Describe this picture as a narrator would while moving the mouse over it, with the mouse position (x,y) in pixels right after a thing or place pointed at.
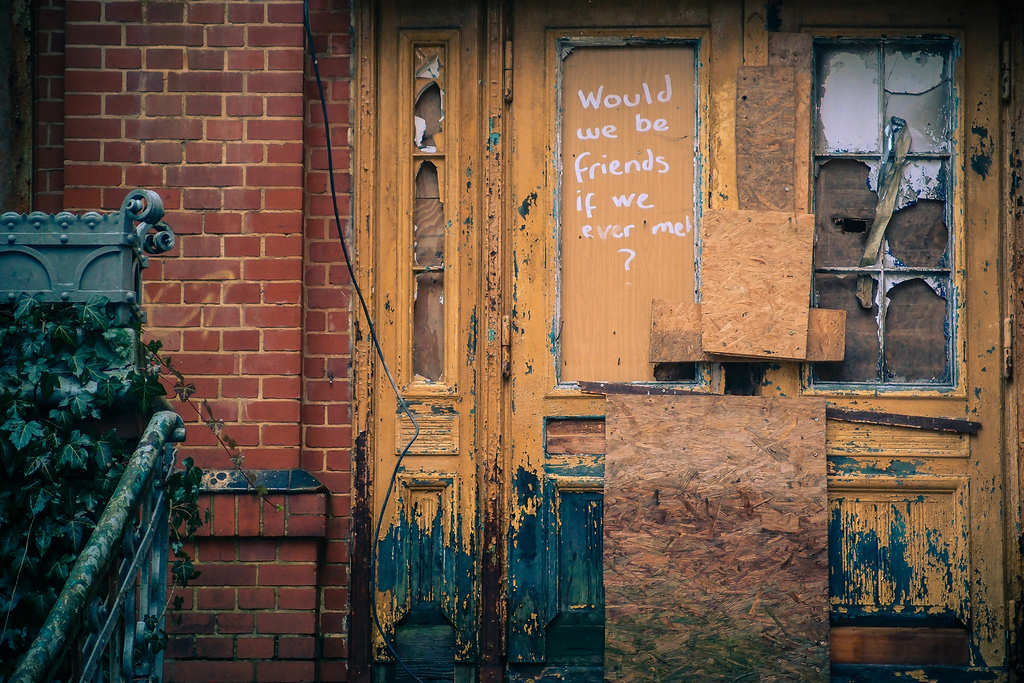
In this picture I can see there is a building (257,581), it has a wooden door (628,422) and there is a railing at left side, there is a plant (48,430). There is something written on the door (651,295).
